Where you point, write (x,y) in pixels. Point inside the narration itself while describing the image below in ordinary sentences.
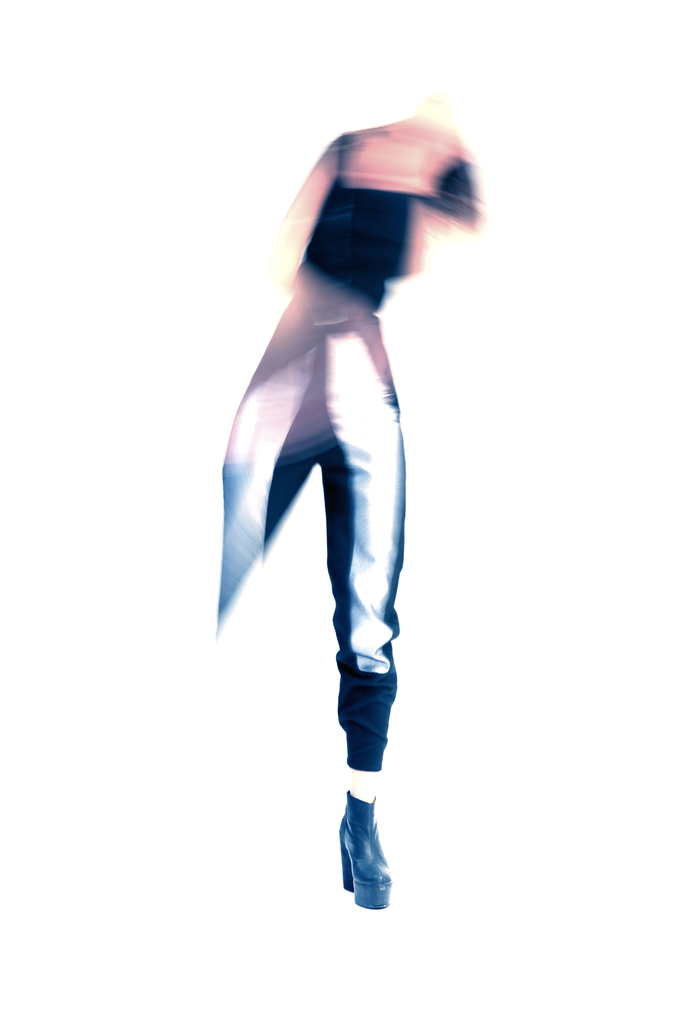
In this image I can see a person leg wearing black color pant (393,660) and I can see white color background (103,62).
